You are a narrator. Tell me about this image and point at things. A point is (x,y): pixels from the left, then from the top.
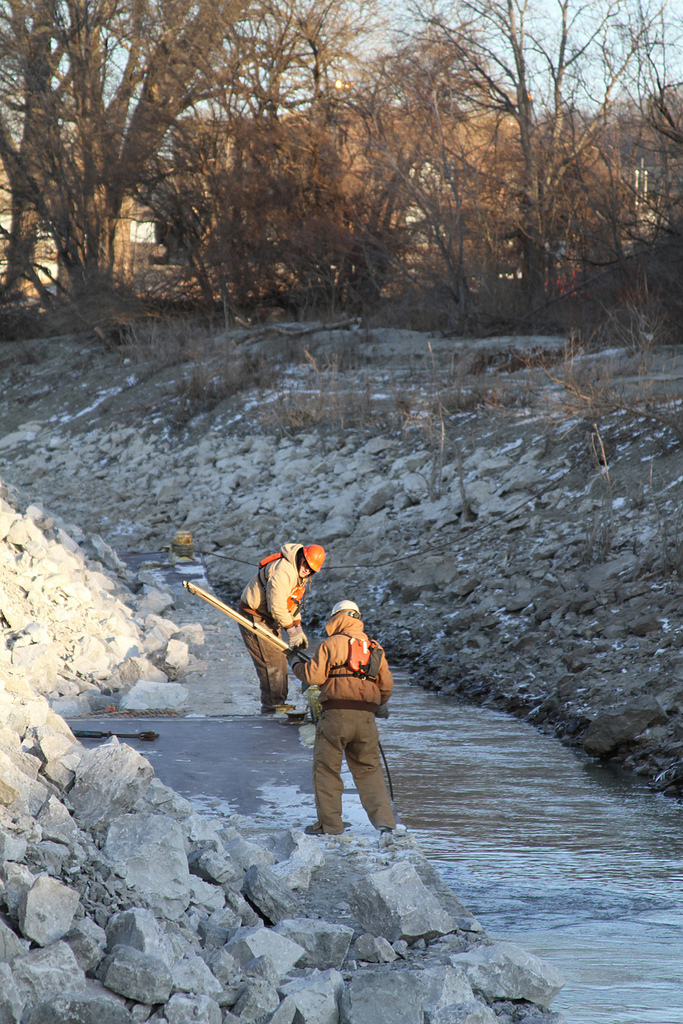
In this image I can see two people (363,636) are standing and holding something. I can see few stones (134,979), water (444,767), dry trees (454,168). The sky (565,78) is in blue color.
